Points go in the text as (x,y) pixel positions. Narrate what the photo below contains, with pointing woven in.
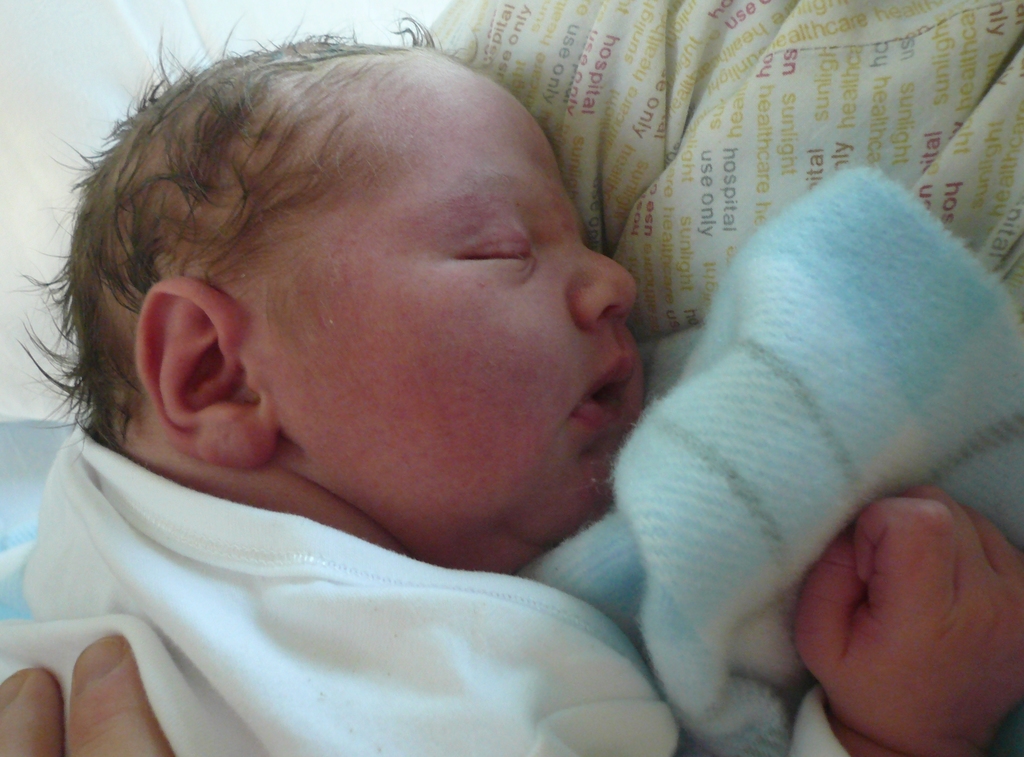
In this image we can see a baby (238,420) sleeping on a cloth (698,146) with text (705,163). Also there is another cloth (695,513). And we can see fingers (57,715) in the left bottom corner (96,726).
